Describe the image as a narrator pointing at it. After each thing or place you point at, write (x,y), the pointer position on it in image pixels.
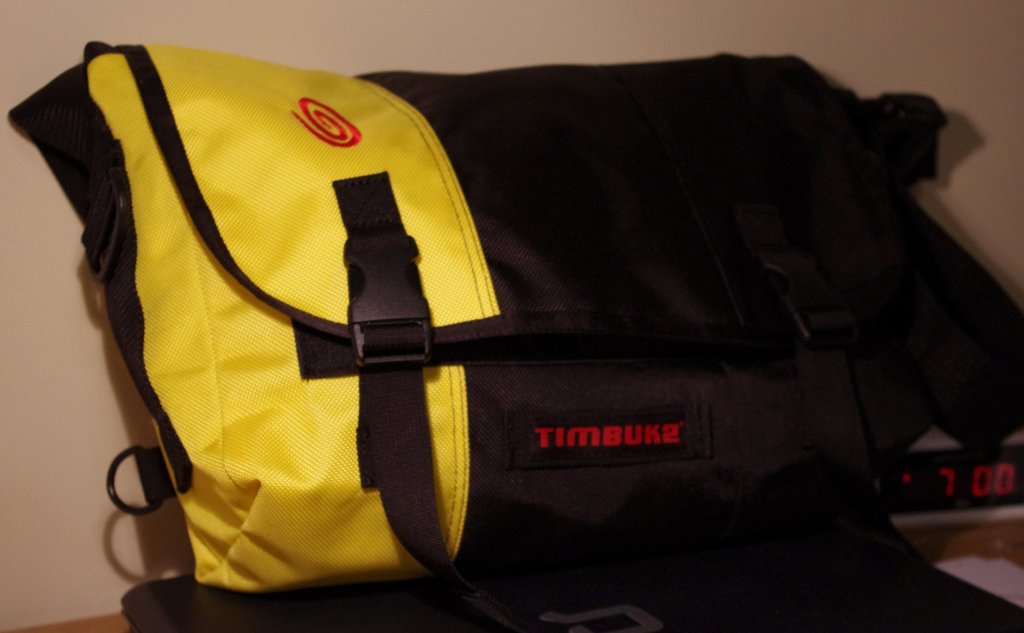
In the image I can see a bag (400,310) which is in black and yellow color also I can see some text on it.
